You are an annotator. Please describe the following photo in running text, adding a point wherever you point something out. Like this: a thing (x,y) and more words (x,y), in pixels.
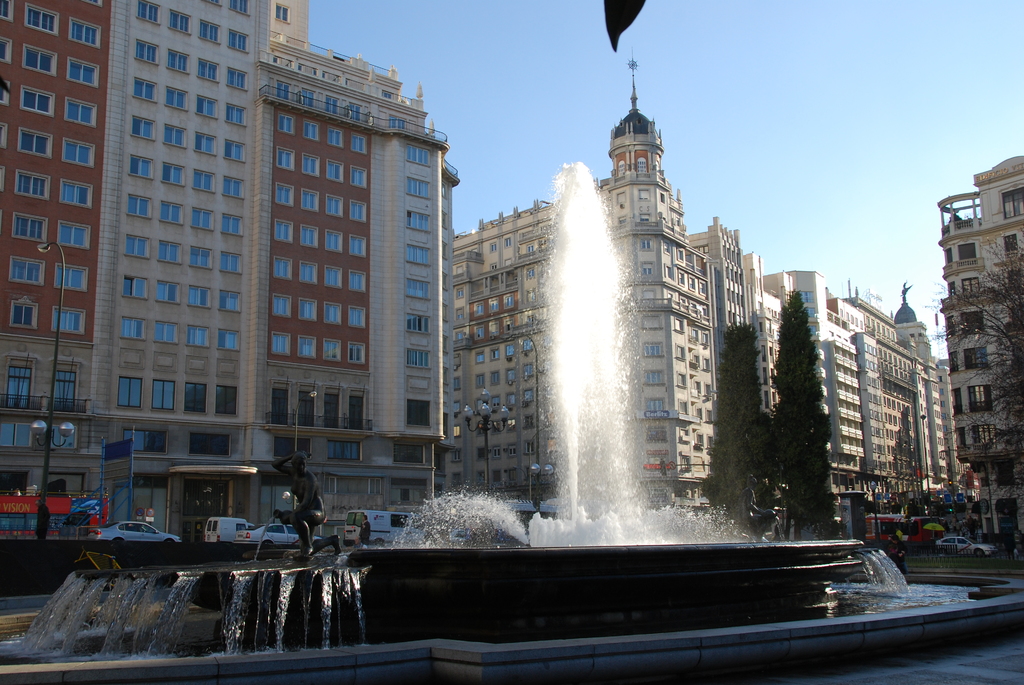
In this image we can see some buildings (506,379), windows (330,273), poles (56,350), lights (65,432), sculpture (303,501), water fountain (499,566), vehicles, trees (821,453), also we can see the sky (825,62).
